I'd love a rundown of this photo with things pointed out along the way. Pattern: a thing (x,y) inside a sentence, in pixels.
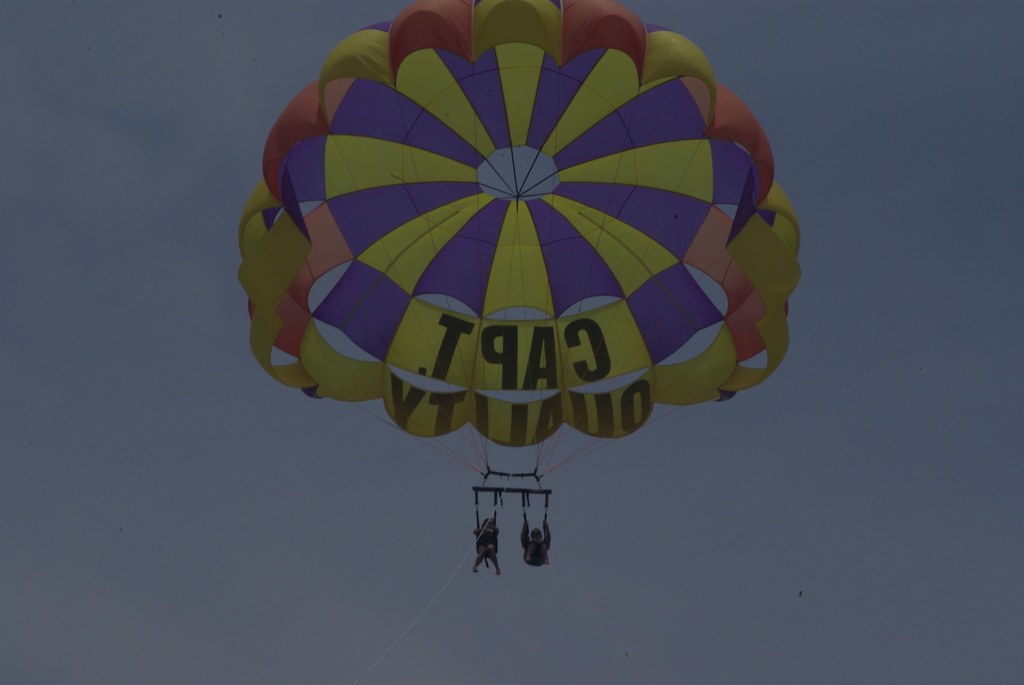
In this image there are two persons (527,526) diving with a parachute (760,271) from the sky (354,523).
